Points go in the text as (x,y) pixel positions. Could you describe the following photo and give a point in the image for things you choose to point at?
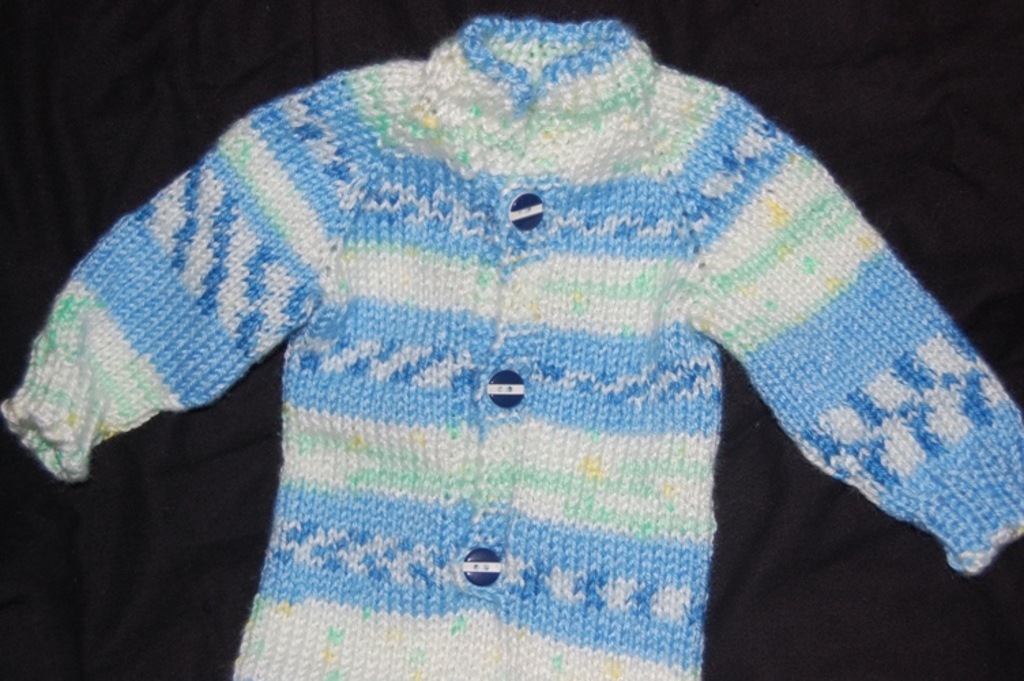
In this picture we can see a woolen sweater (389,292) on a black cloth (150,97).
